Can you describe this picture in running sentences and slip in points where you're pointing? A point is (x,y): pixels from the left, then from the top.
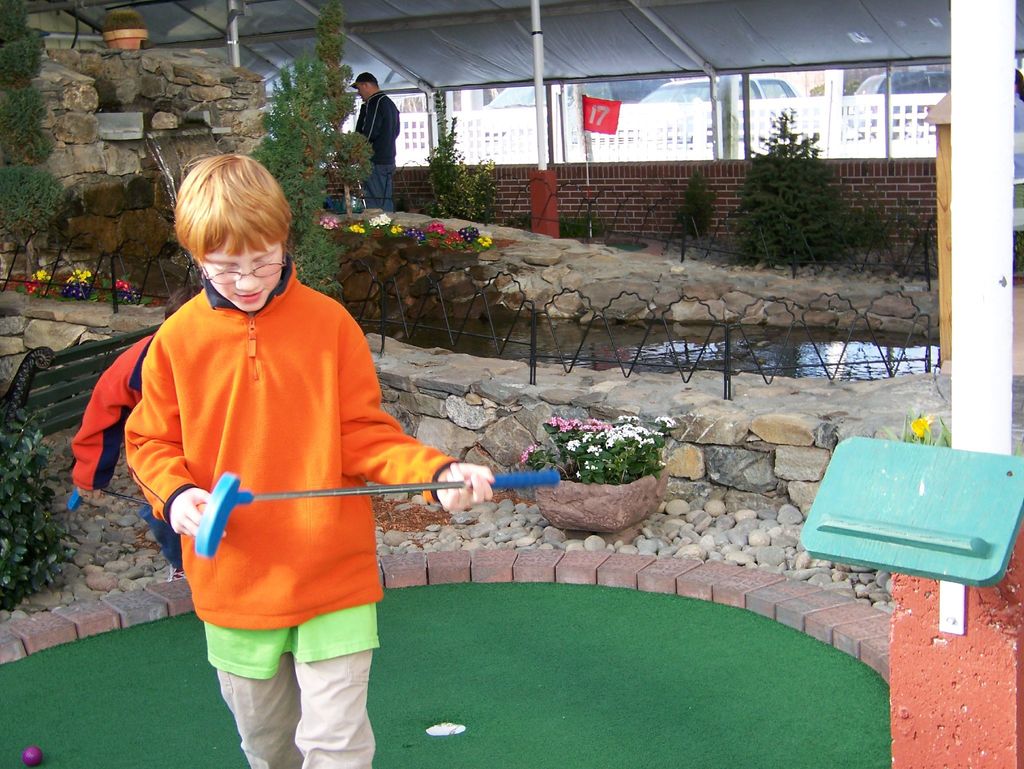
In the foreground of this picture (266,573), there is a boy (260,535) holding golf bat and standing on the golf court (616,742). In the background (708,562), there are stones (708,562), flower pots (633,513), railing (554,368), water (570,350), poles (536,47), flags (585,126), shed (501,52) and a man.
